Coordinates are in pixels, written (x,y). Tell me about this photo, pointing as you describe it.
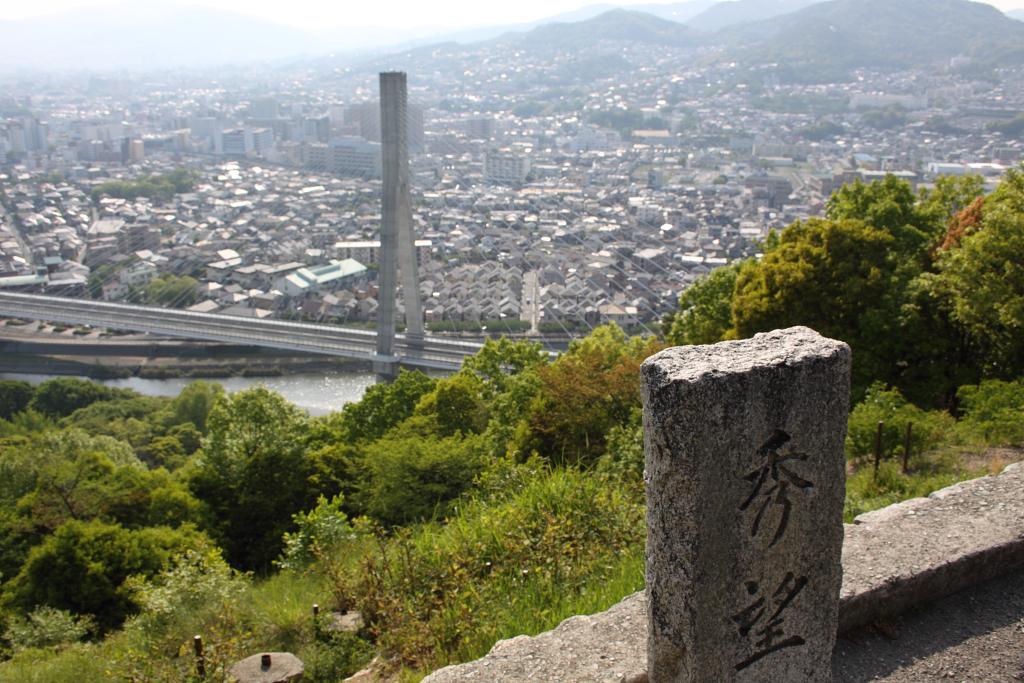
This picture shows a bunch of buildings (653,64) and we see trees (523,355) and a cloudy sky (322,13) and hills (875,39) and a stone (716,351).
